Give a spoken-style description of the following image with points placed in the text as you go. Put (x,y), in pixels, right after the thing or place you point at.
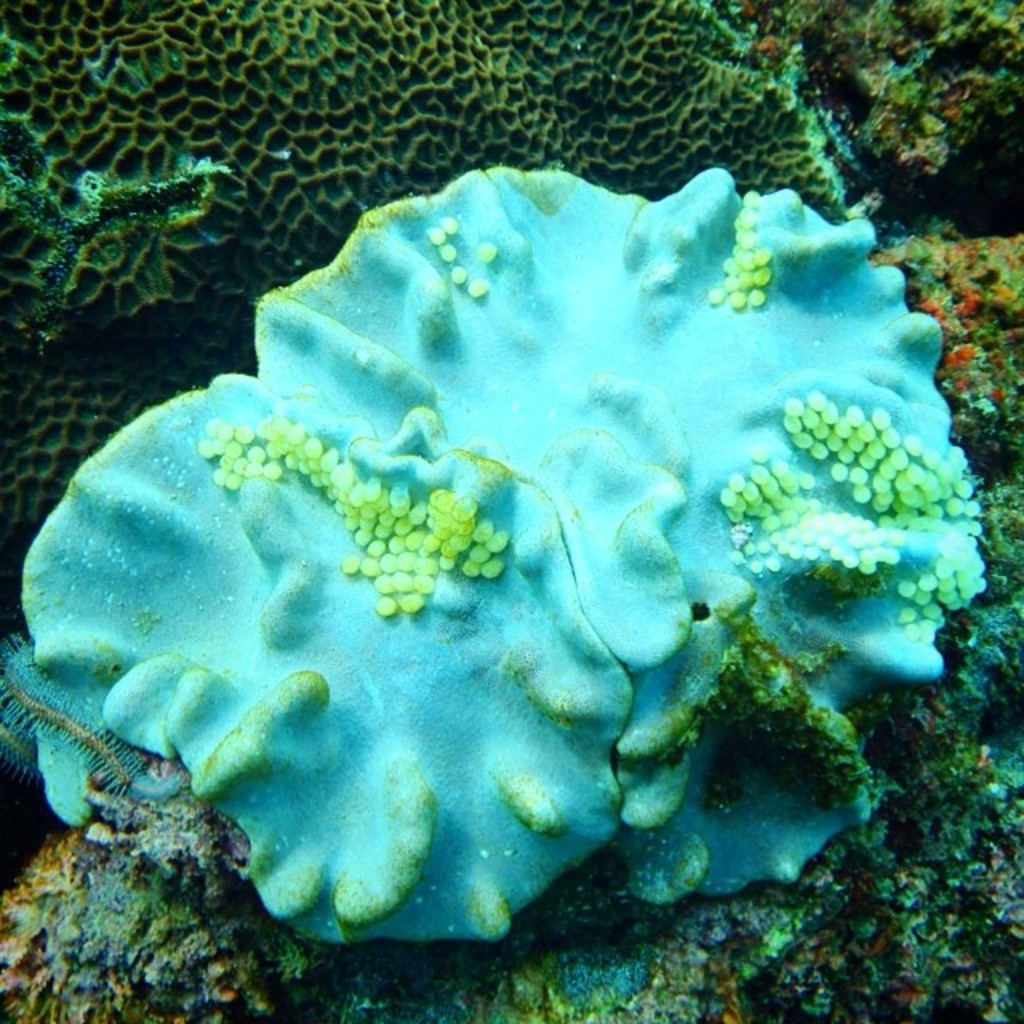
In this image we can see some underwater plants (512,371).
